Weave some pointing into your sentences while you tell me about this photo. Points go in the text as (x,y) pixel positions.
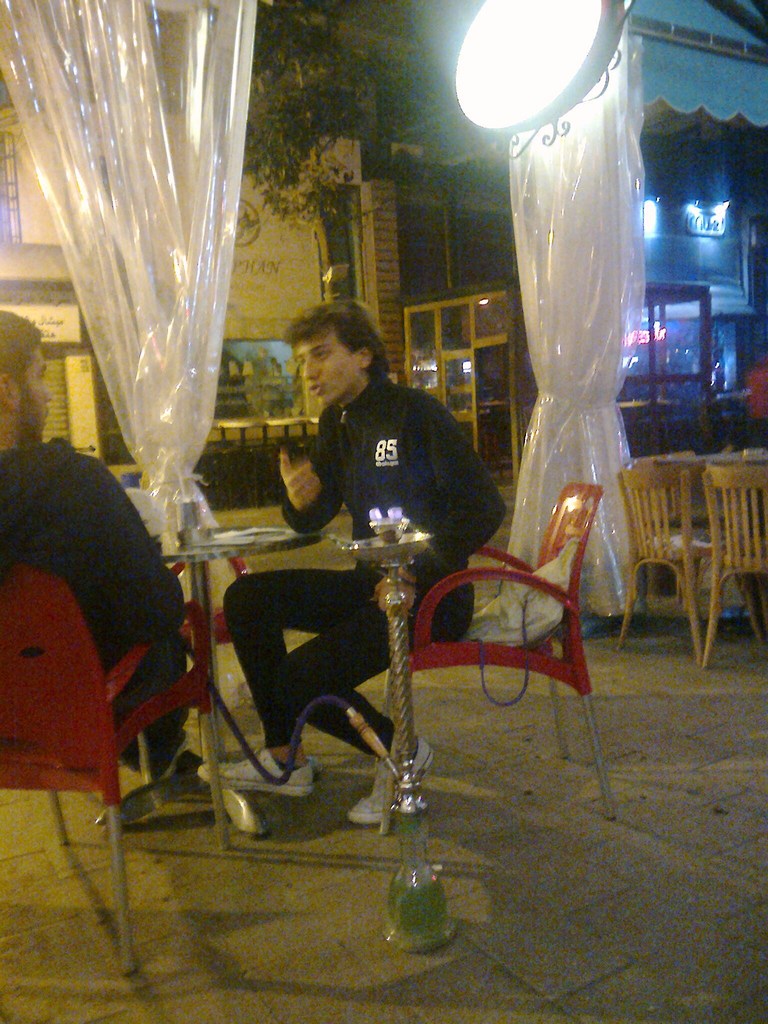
In this picture we can see two people (152,547) sitting on the chair (31,596). There is an object (384,555) visible on the path (392,846). We can see a bag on the chair (507,656). There is a bottle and a few objects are visible on the table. We can see a few chairs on the right side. Some curtains (176,261) and a light (519,41) is visible on top of the picture (554,109). There are a few buildings (321,267) and a plant (350,75) is visible in the background (336,14).
